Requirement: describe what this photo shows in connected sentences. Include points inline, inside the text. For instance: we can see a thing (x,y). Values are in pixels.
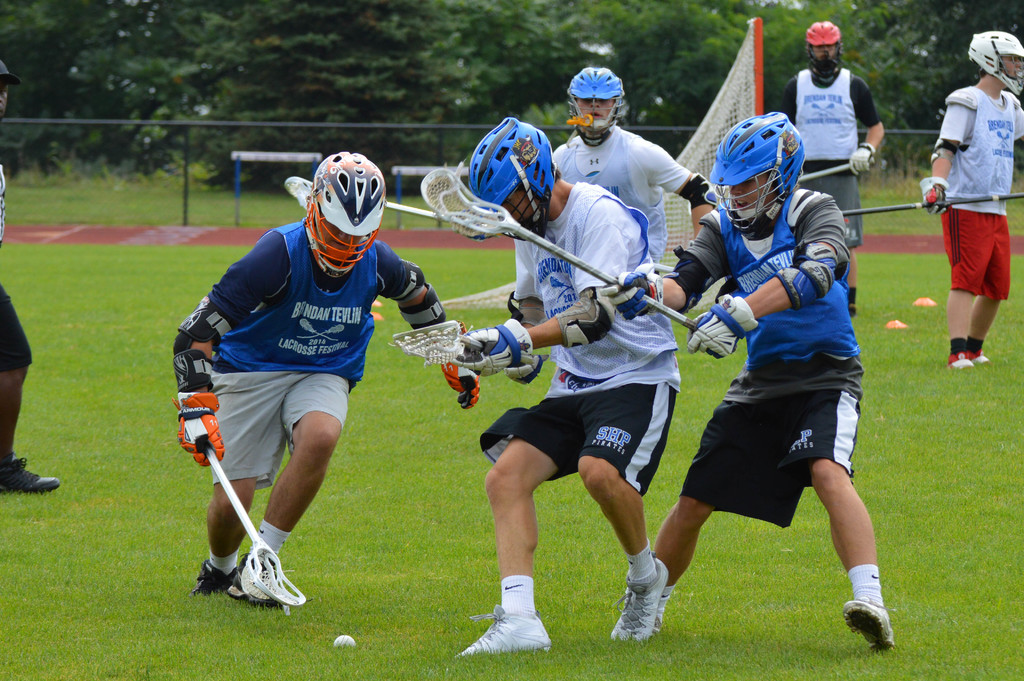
In this picture we can see many people (838,381) wearing helmets (547,144) and playing a game on the grass field (899,267).
